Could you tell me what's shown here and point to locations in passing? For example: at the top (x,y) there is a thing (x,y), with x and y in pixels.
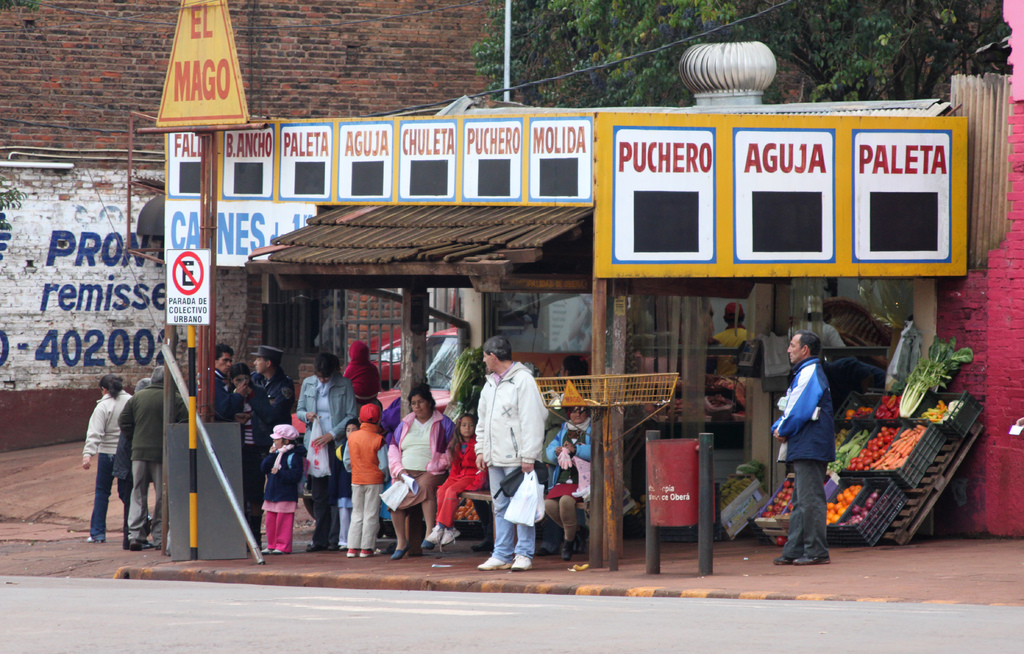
In this image at the bottom (205,606) there is a road (349,602), in the middle (656,272) there are sign boards (923,272), poles (406,396), there are few people (256,429), children's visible in front of a shop (872,400), there are few vegetables (909,395) kept on the baskets (865,423) on the right side (790,492). At the top (572,65) there is the wall (393,79), tree (882,39) visible.
